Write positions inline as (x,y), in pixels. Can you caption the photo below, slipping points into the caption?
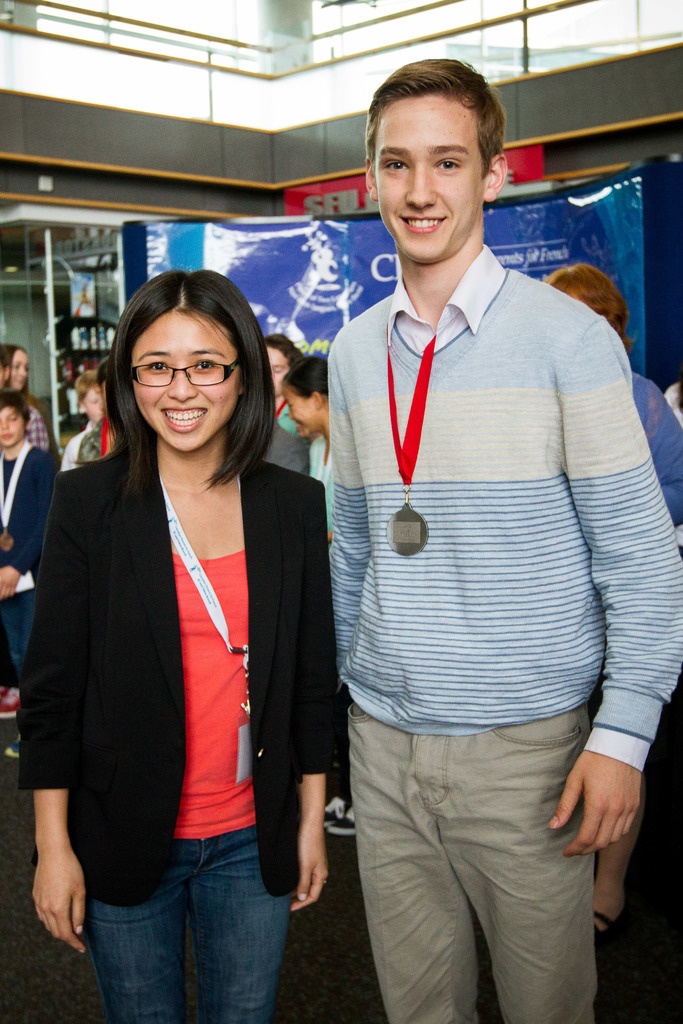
In this image I can see a man (475,382) and a woman (215,634) are standing, smiling and giving pose for the picture. In the background (76,442), I can see some more people (45,459) are standing on the ground (27,797). On the top (156,139) I can see the wall (137,122) to which a blue color banner (256,249) is attached.
